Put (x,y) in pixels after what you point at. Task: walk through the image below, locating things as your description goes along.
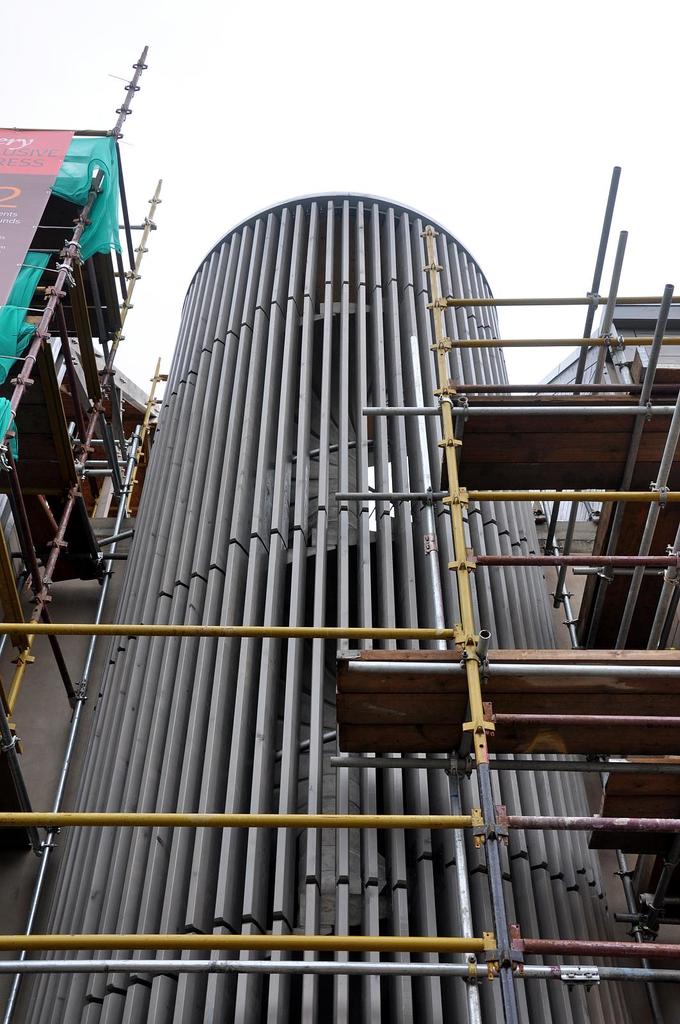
In this image I can see a building (296,551) which is under construction, a banner (37,206) and a green colored cloth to the building (346,646). I can see few metal rods (355,632) and few wooden surfaces (409,705) on rods (506,559). In the background (561,164) I can see the sky (430,100).
